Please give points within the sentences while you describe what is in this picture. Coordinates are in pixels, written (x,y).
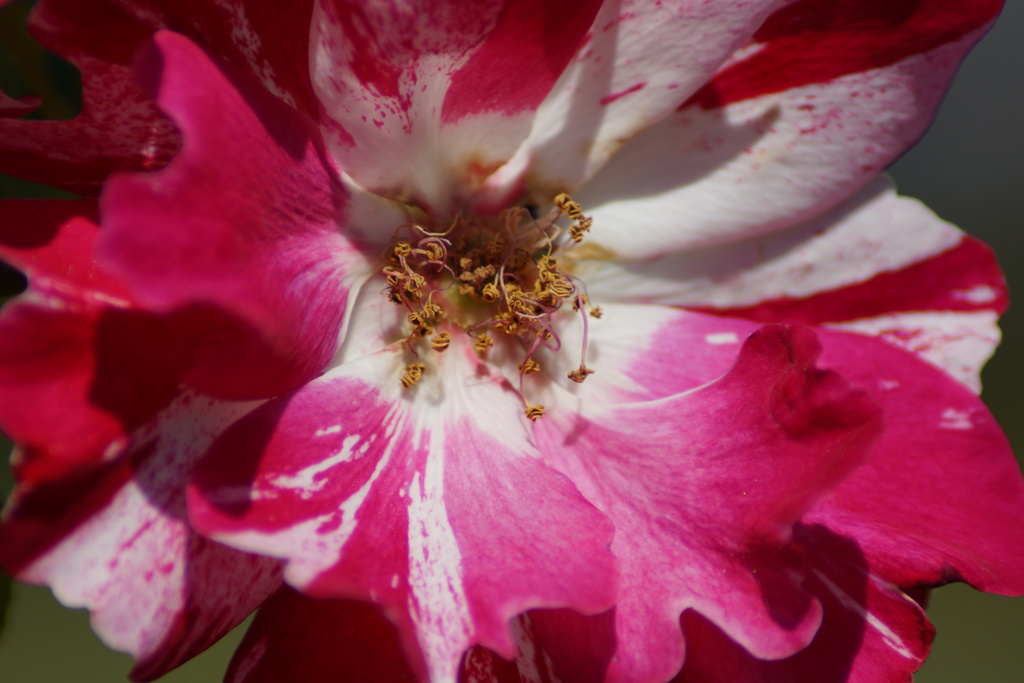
As we can see in the image there is pink color flower (369,410).
